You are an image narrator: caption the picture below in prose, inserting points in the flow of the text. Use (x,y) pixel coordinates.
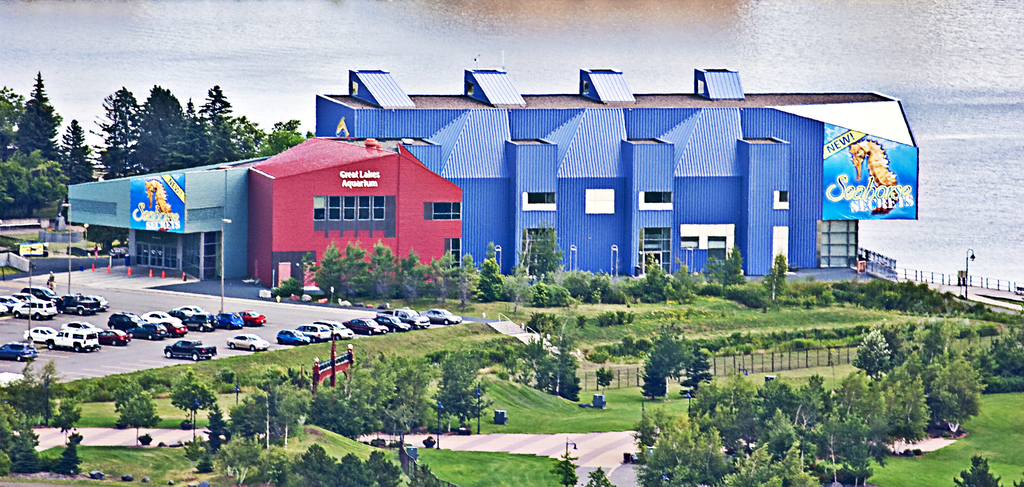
In this image there are some trees (563,343) at bottom of this image (514,372) and left side of this image (166,159) as well. there are some cars (194,307) at middle (399,315) left side of this image (159,324) and there is a building (610,189) in middle of this image (533,227). There is a sea (873,62) at top of this image (437,48).
